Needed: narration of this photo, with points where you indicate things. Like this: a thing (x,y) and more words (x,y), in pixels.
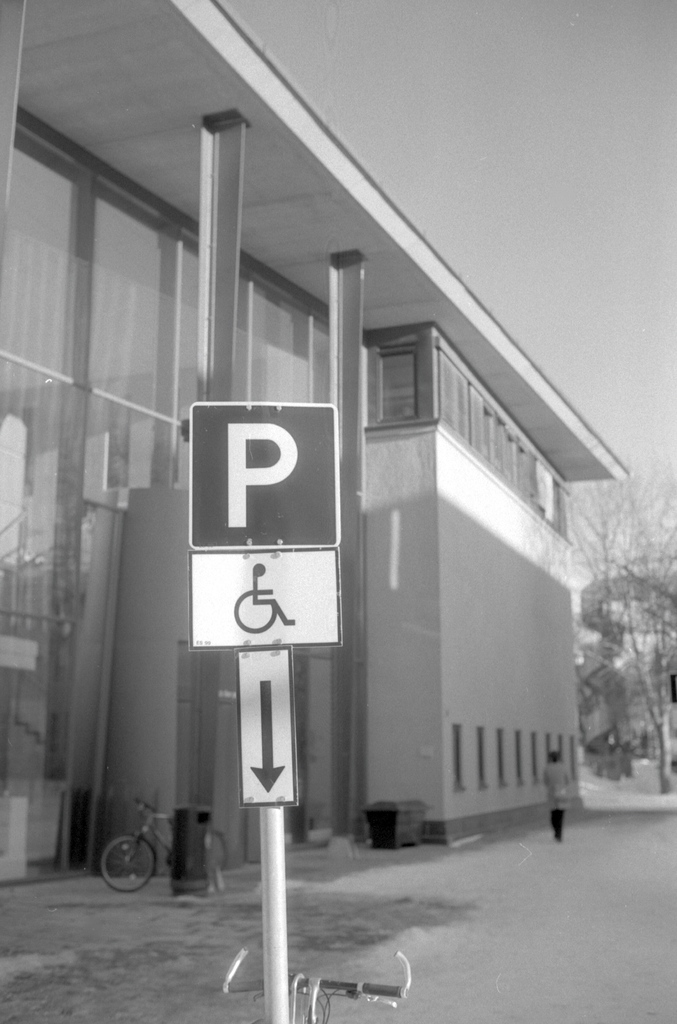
In this picture we can see boards (269,641) in the front (286,557), on the left side (190,303) there is a building (230,308) and a bicycle (155,843), on the right side (647,621) there are trees (642,721), we can see a person (554,788) in the middle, there is the sky (535,110) at the top of the picture (497,112).
